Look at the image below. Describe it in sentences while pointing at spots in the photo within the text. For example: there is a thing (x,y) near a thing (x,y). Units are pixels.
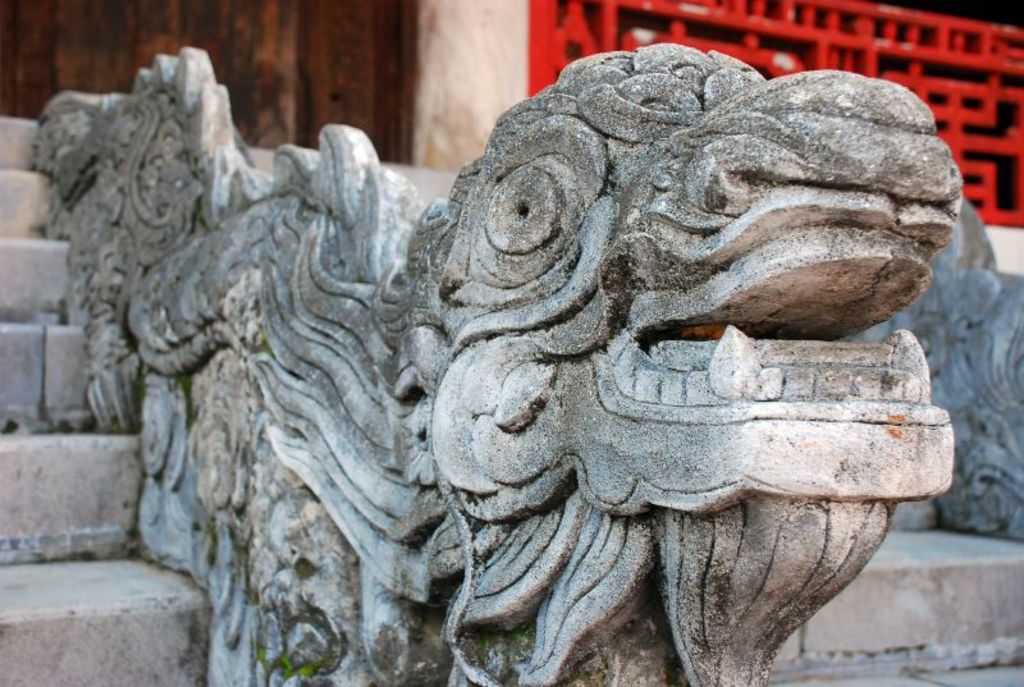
In this image we can see a sculpture (802,127), stairs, red color fencing (942,92), and also we can see the wall (449,166).
